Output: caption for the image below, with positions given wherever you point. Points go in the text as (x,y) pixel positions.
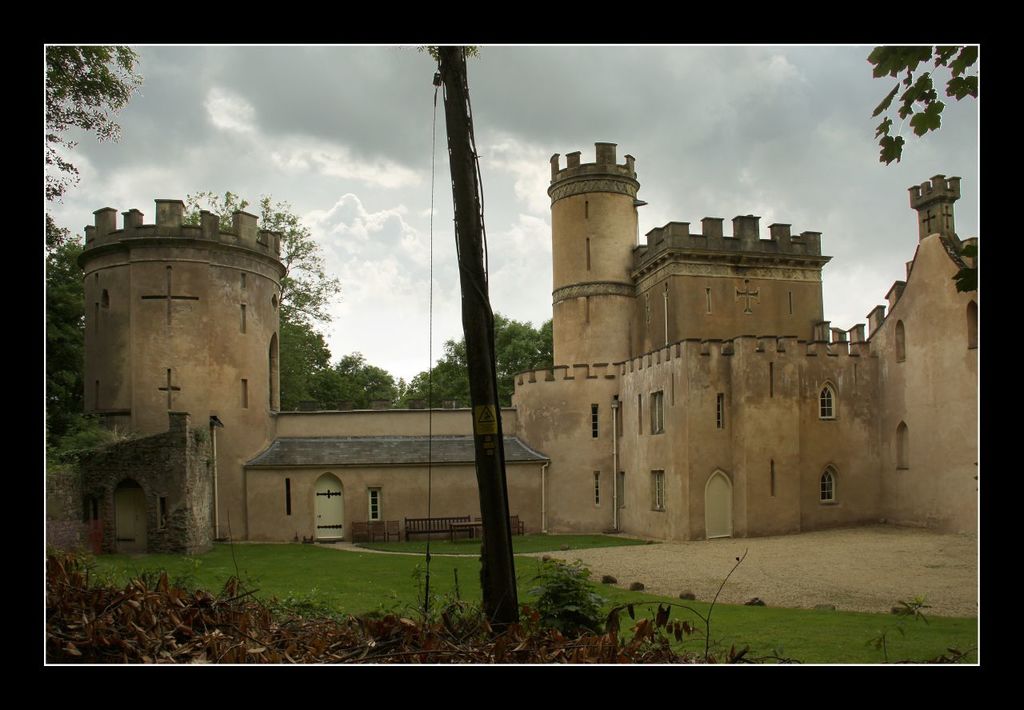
In the middle of the picture (484,443), we see an electric pole (493,417). Behind that, we see benches (398,524) and a castle (200,259). At the bottom of the picture (344,556), we see grass (344,556), dried leaves (156,625) and twigs (376,640). There are trees (78,306) in the background (343,379). At the top of the picture (483,133), we see the sky (428,160). This picture might be a photo frame.
